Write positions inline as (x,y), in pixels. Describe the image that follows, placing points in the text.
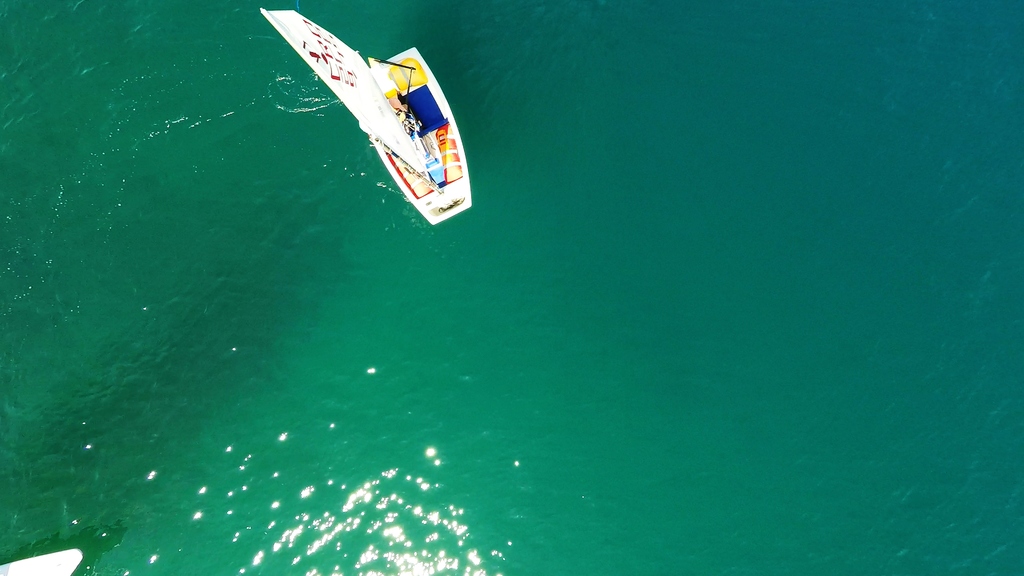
In this image, I can see a cat boat (407,55) on the water (364,206). I can see few objects (430,131) placed in the boat (443,153). This shows the direction according to the wind.
